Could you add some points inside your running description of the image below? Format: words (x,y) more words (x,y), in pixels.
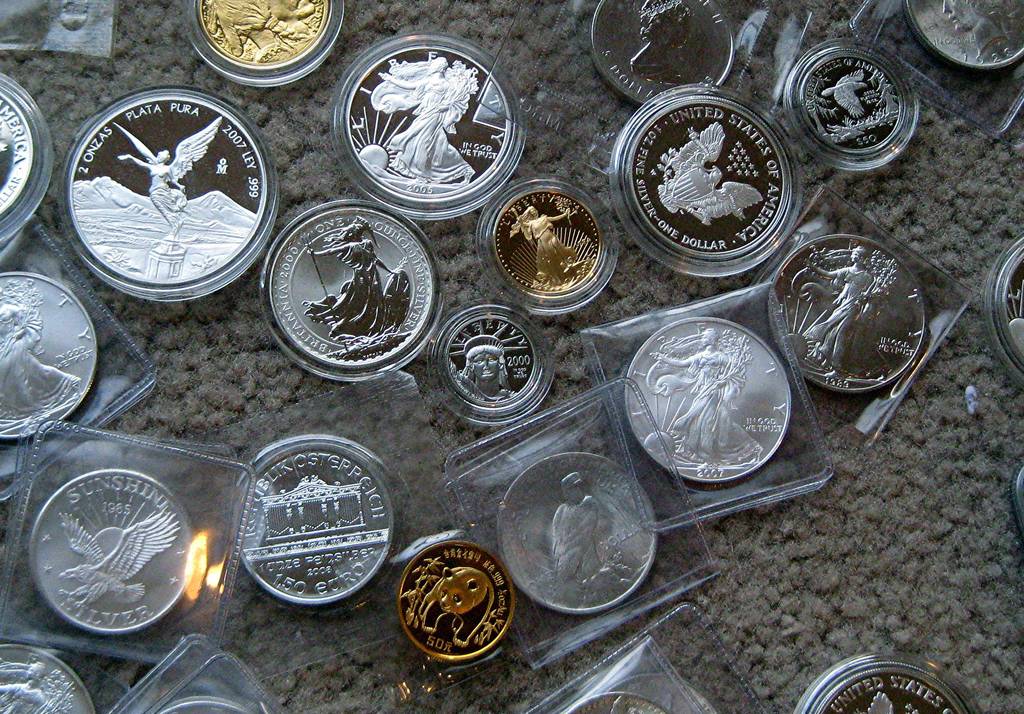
In this image we can see silver coins (735,244) and gold coins (472,582) on the floor (181,307).
